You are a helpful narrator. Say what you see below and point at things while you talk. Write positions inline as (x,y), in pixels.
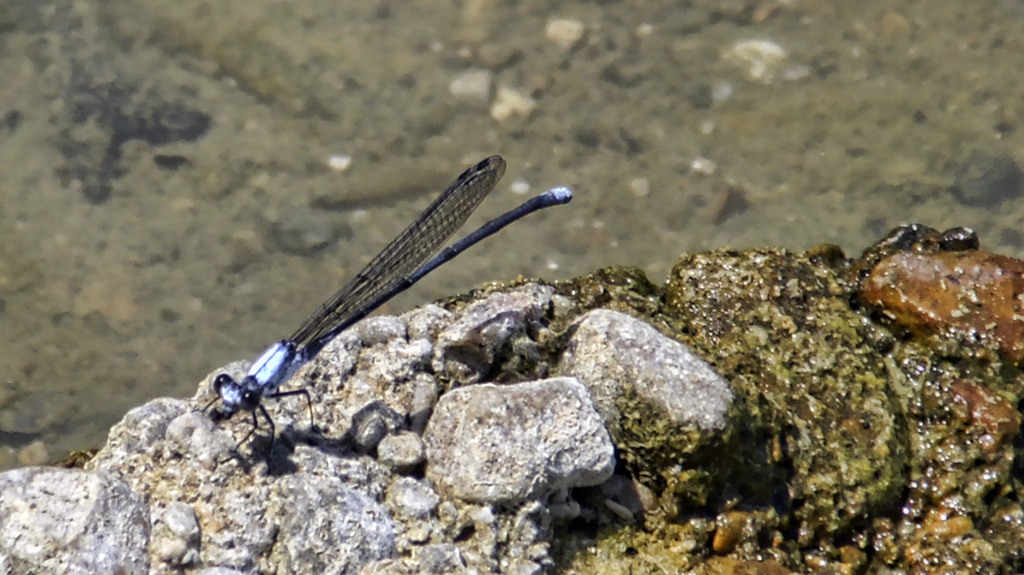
This picture contains an insect (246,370) and at the bottom of the picture (437,463), we see stones (631,482) and rock (942,364). In the background (404,128), it is green in color and it is blurred.
